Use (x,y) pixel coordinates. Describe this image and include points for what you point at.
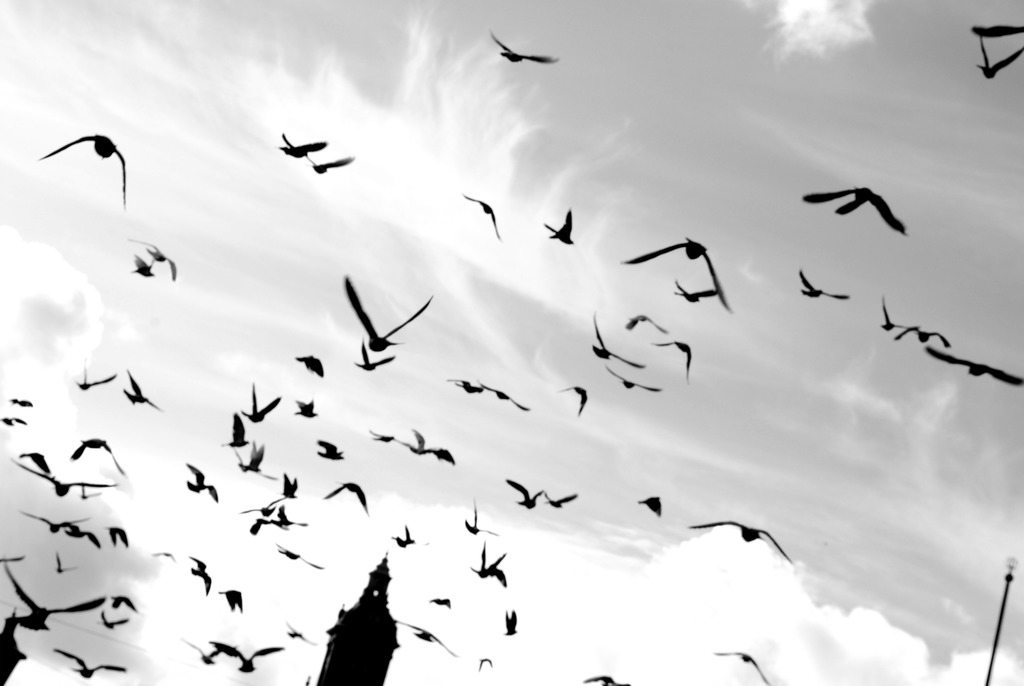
In the picture we can see a sky (571,633) with a number of birds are flying and near to it, we can see a temple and a pole (988,672) with light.
